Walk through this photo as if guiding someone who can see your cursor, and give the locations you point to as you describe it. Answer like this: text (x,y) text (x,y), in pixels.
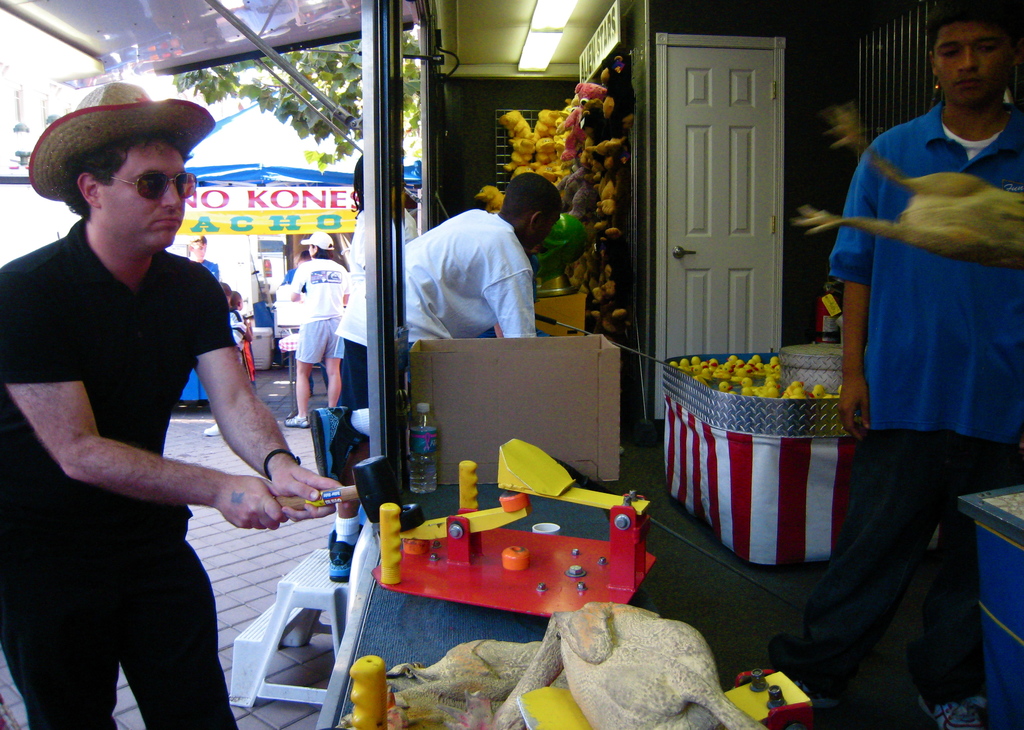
In front of the image there are some objects (762,470) on the platform (472,634). There is a closed door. On top of the roof (572,27) there are lights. There are people (447,259) standing. In the background of the image (330,172) there is a tent (194,184). Under the tent (241,220) there are a few objects (271,276). There are trees (337,93).
